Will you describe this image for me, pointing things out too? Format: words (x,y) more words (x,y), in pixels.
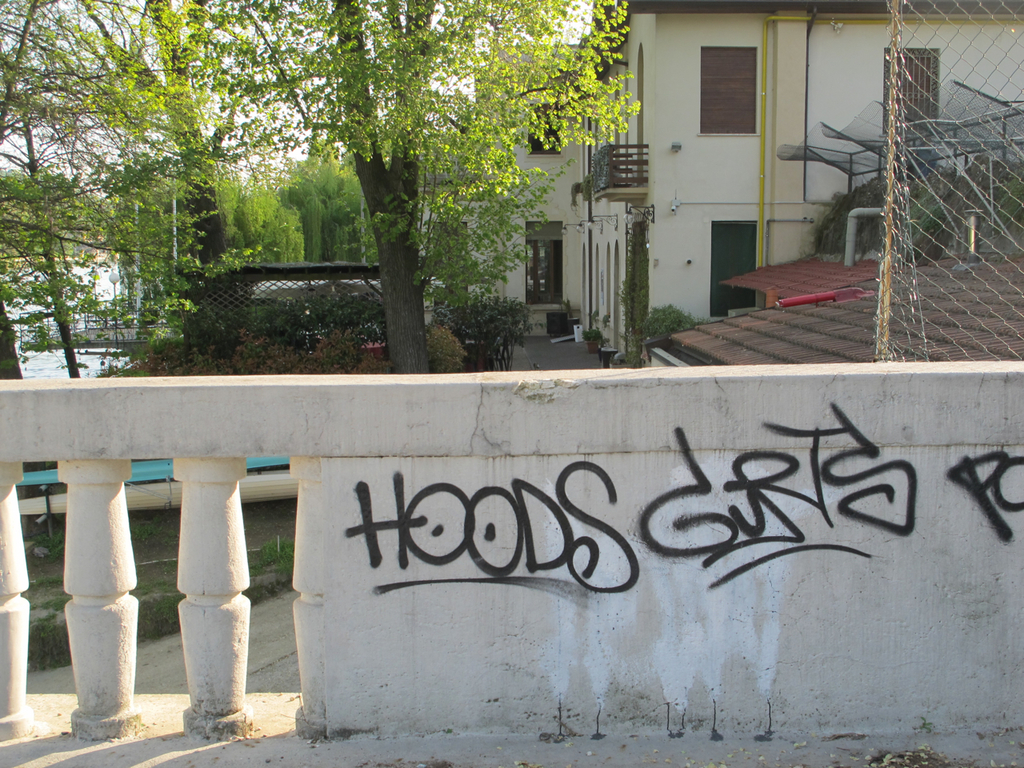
In this picture there is a wall (674,621) at the bottom (664,606). On the wall (647,542), there is some text (735,523). On the top (336,236) there are buildings (699,195), trees (199,227), fence (911,252) etc.
